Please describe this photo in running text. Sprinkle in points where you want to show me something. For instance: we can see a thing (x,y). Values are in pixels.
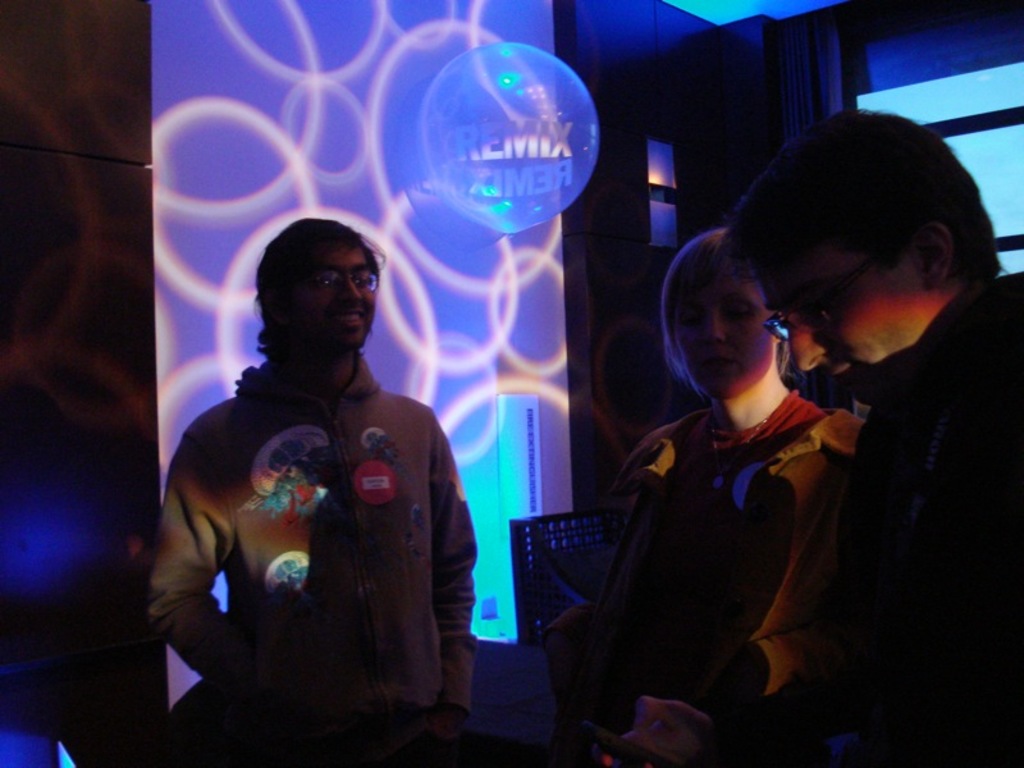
In this image I can see three people (431,643) with the dresses (427,605). In the background (197,186) I can see the wall (207,171) and there is a light (217,211) focused on the wall (4,304).
